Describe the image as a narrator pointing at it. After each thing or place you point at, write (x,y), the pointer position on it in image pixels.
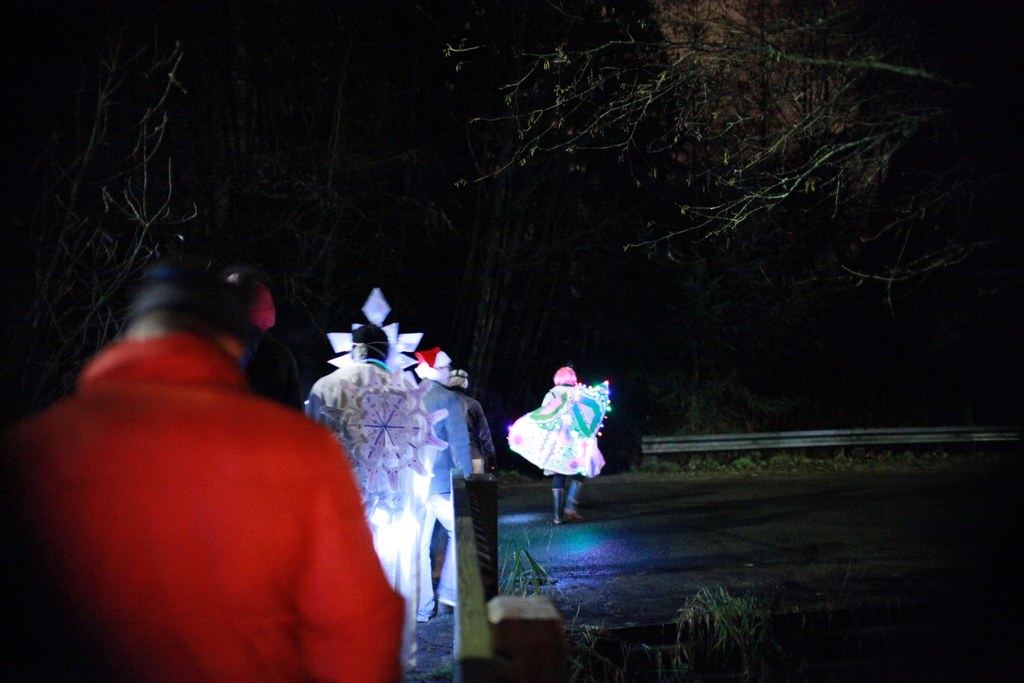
The picture is taken during night time. In the center of the picture (538,425) there are people (526,449) crossing the road (613,476). At the top (566,121) there are trees (515,239). On the right (779,454) there are plants (811,455) and there is a road (650,540).
